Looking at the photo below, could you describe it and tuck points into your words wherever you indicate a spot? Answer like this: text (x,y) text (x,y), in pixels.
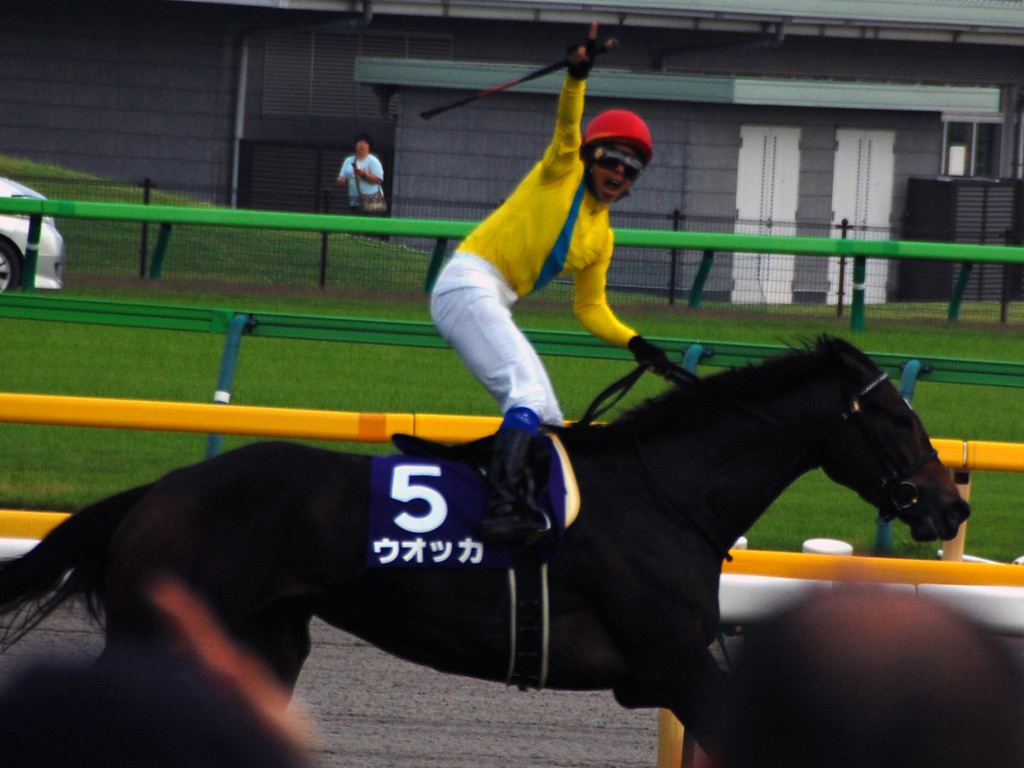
In this picture we can see a person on a horse (332,468) and in the background (230,407) we can see a fence (435,426), grass (415,408), vehicle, person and a building (954,47).
